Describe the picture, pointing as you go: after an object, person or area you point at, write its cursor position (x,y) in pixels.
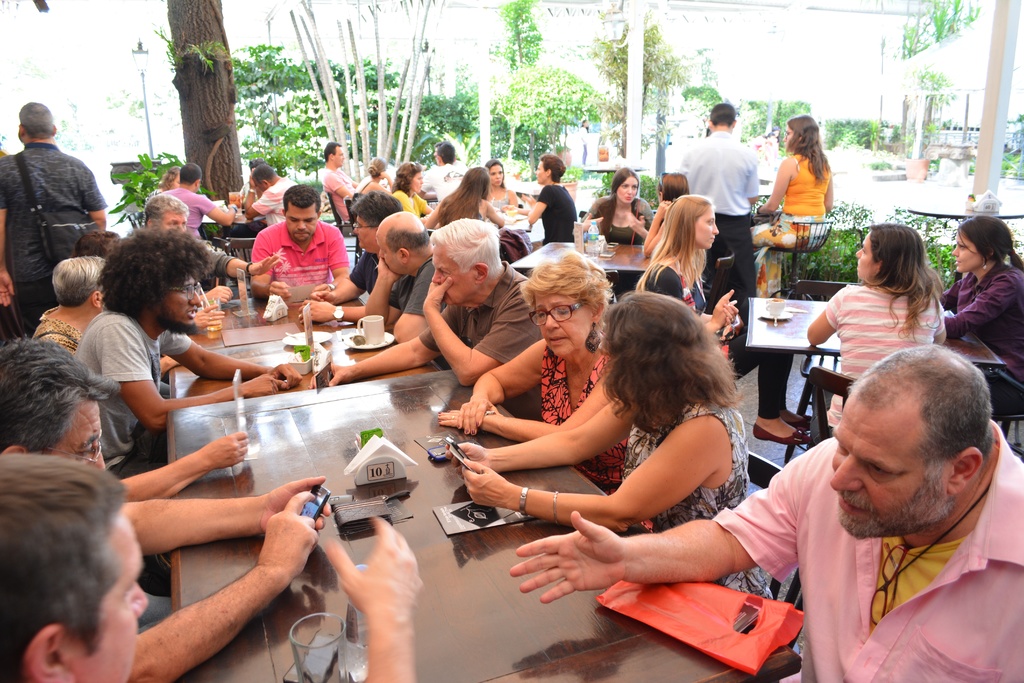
In this image there are a few people (162,417) seated on chairs (245,246) in a restaurant (474,310), in front of them there are tables (282,362), on top of the tables (335,398) there are paper napkins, cups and other objects (320,367), in the background of the image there are trees (409,102).
